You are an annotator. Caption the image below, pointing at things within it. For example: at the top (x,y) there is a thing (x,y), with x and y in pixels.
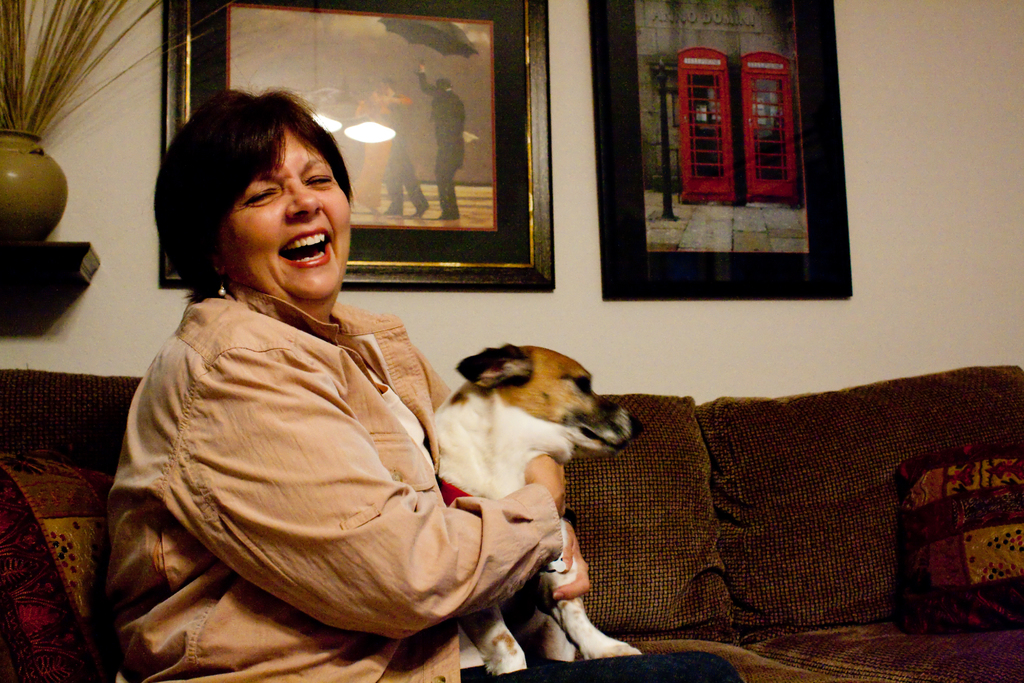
A woman (300,180) is sitting in a sofa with her hands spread around a dog (505,423) on her lap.
